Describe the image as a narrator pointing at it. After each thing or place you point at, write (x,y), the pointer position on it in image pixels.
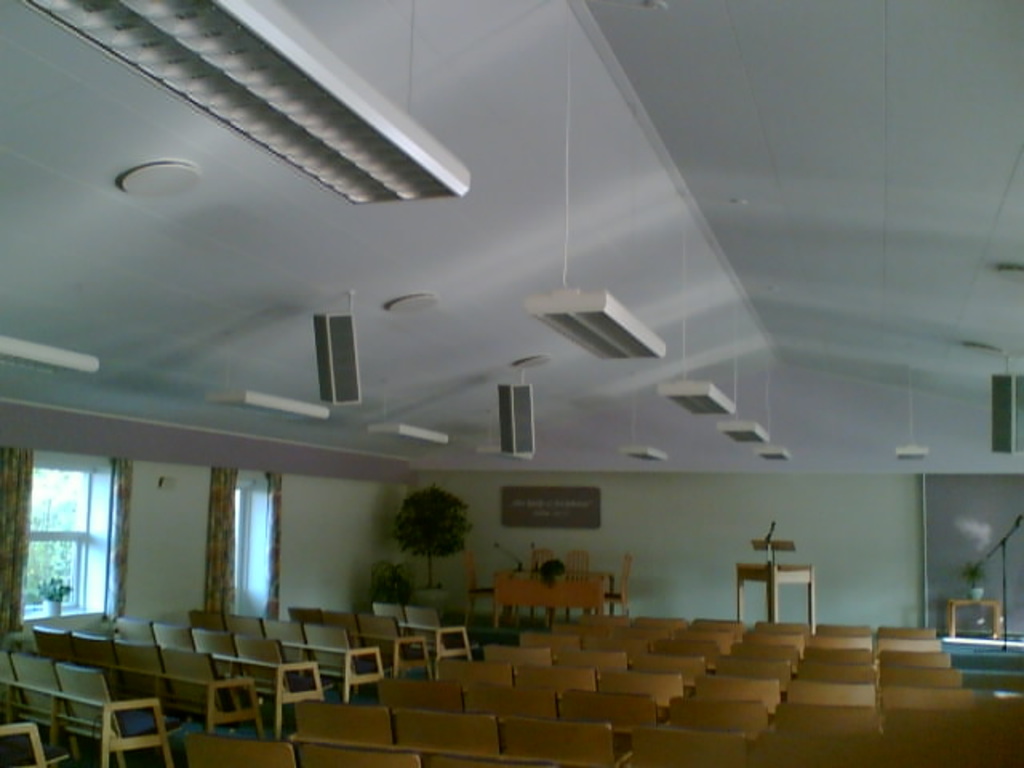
In this image I can see many chairs (587,693). In-front of these chairs (526,675) I can see the podium (771,574) with mic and there are few more chairs (612,593), plant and the board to the wall (638,526). To the left (218,599) I can see the curtains (225,613) to the windows (55,519) and there is a flower pot (62,597) on the window (54,539). I can see many trees (51,562) through the window (26,603).
